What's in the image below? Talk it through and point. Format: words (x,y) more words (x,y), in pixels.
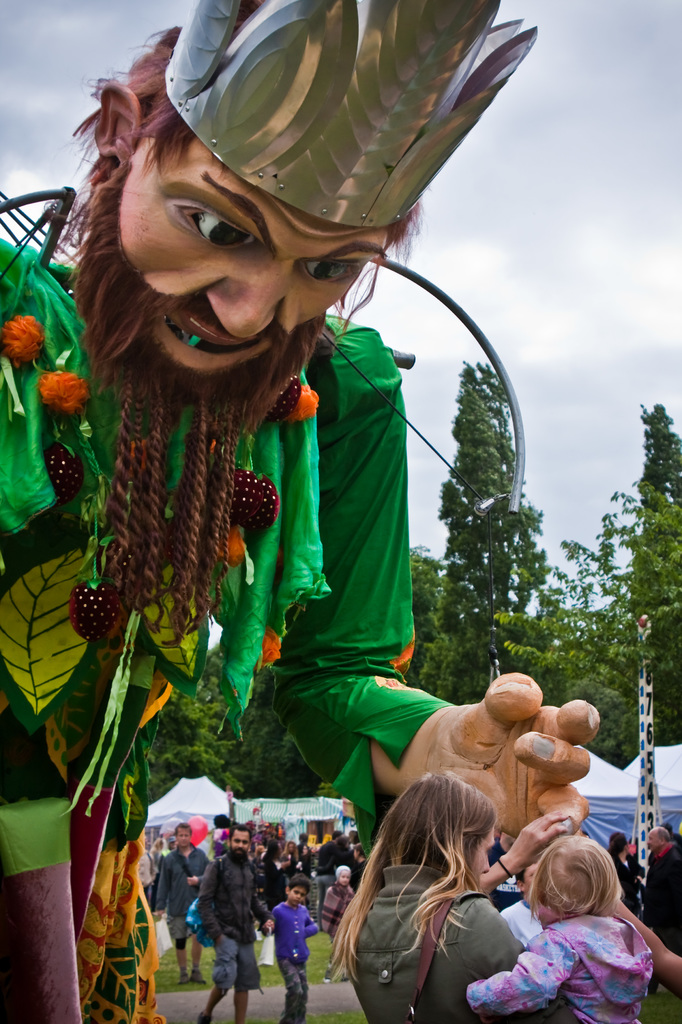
In this picture there is a big man statue (147,726) wearing green dress (279,641) and standing in the ground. In the front (420,805) bottom side there is a woman (420,805) standing in the front (438,906), holding the small girl (555,943) in the arm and looking to the statue (285,685). Behind there is a white canopy tent (200,804) and some trees (502,635).
